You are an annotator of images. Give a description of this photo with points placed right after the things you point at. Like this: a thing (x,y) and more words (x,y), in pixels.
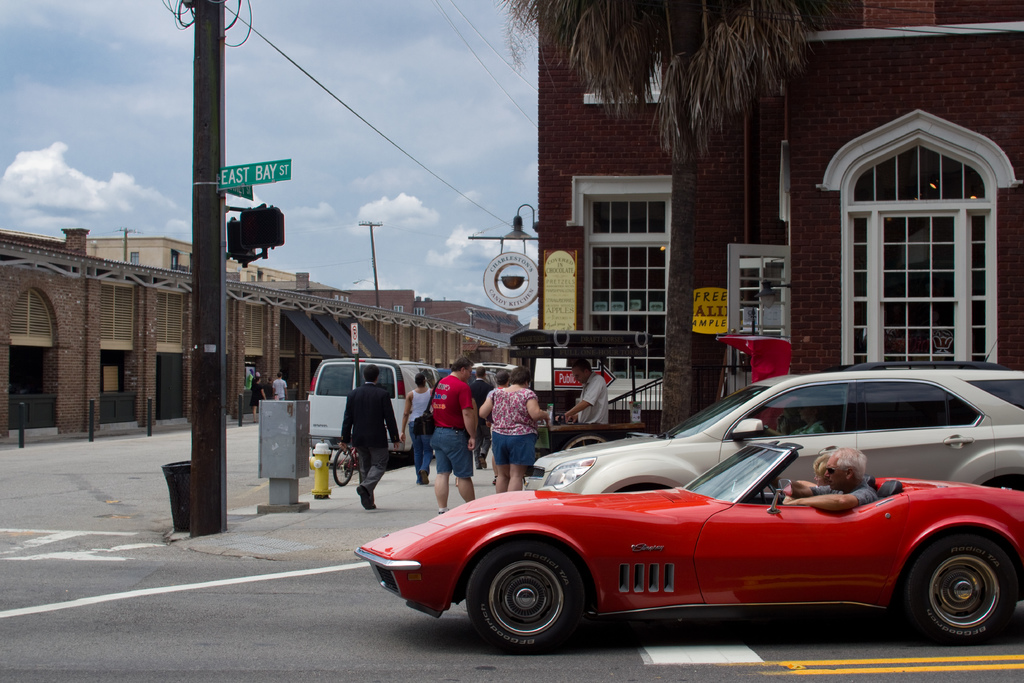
In this image I can see a car (656,562) which is red in color on the road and few persons (831,500) in the car (874,516) and I can see few other vehicles (558,472) on the road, few persons (384,414) standing on the sidewalk (391,475), few metal poles (221,490), a sign board (493,291) attached to the metal pole (218,218), a dustbin (182,510) which is black in color and in the background (255,354) I can see few buildings (428,317), a tree (604,29) and the sky (284,114).
